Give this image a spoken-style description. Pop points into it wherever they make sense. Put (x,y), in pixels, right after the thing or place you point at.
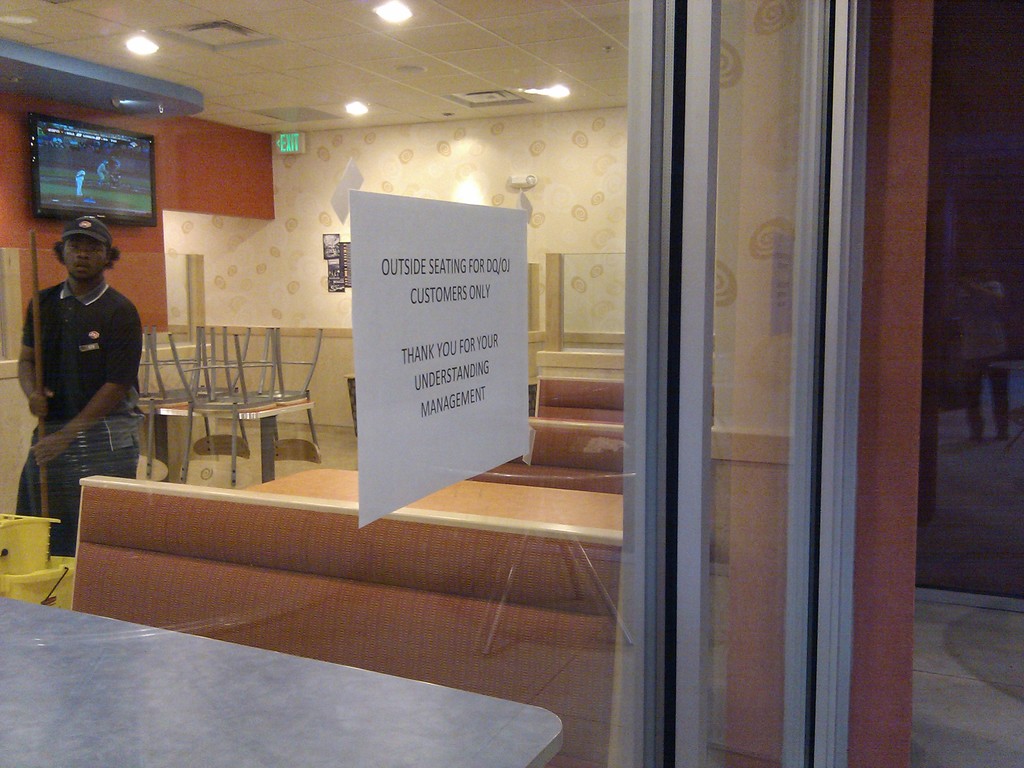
He is standing. He's holding a stick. He's wearing a cap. We can see in the background (184,353) there is a TV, chairs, door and poster (443,331).
